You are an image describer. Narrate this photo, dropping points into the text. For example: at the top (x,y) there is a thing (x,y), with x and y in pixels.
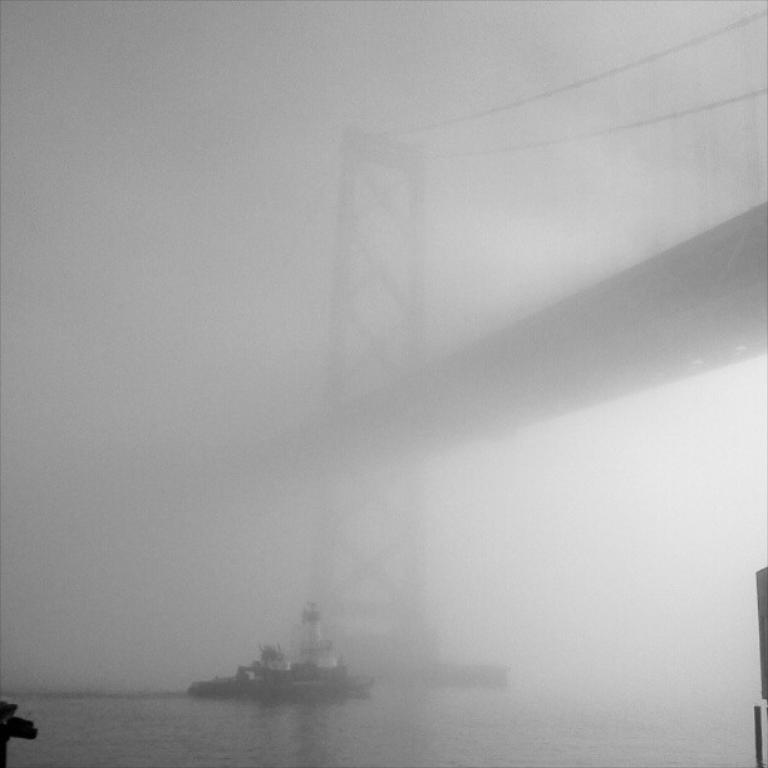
In this picture I can observe bridge (373,438) in the middle of the picture (384,402). In the bottom of the picture (393,740) I can observe a river (270,723) and ship (280,654) floating on the water (381,693).
